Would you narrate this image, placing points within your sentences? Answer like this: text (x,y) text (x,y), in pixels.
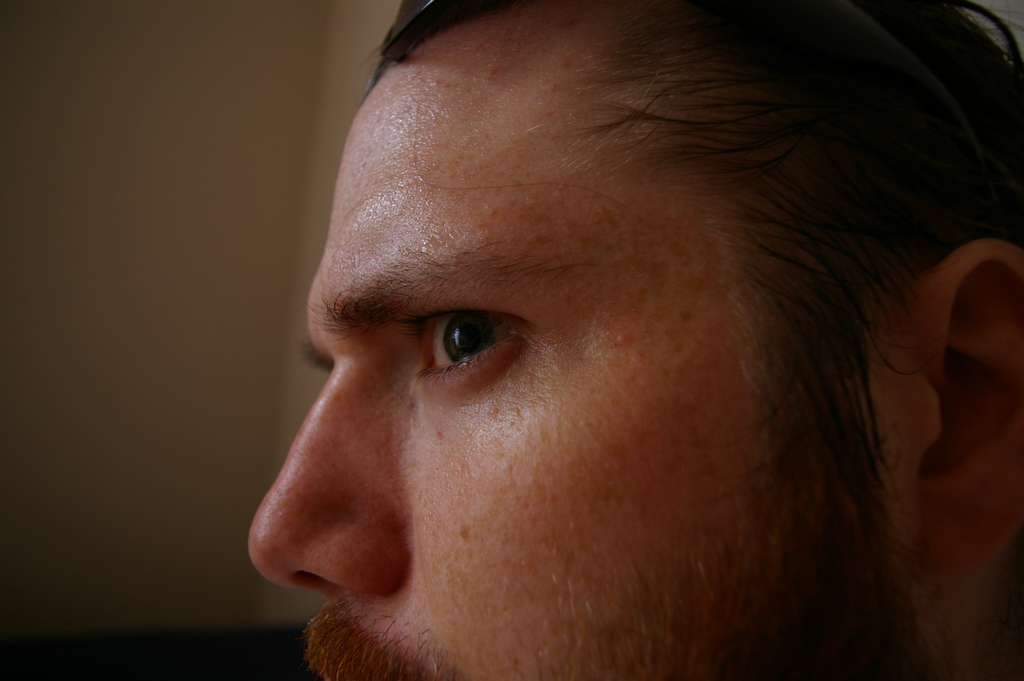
In this image I can see a person (498,471) and wall (278,259). This image is taken may be in a room (170,137).
